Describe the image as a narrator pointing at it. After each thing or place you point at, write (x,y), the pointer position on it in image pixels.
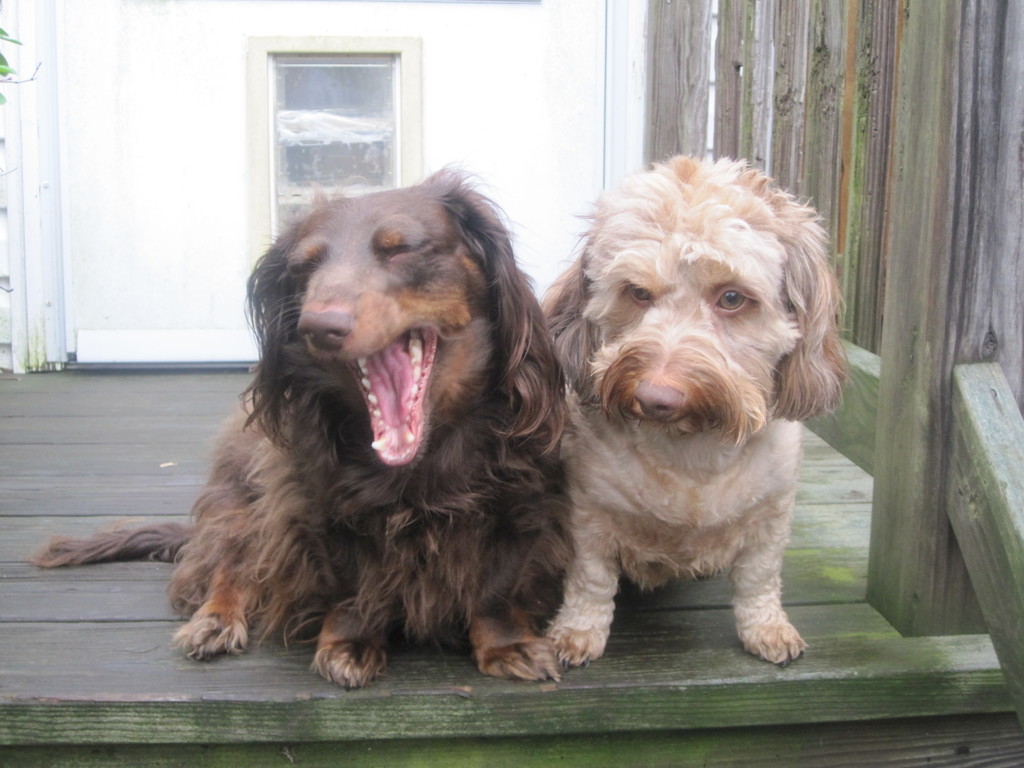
In this picture we can see dogs (278,480) sitting on the wood (111,603), behind we can see a glass door (330,137) to the wall (25,125).
